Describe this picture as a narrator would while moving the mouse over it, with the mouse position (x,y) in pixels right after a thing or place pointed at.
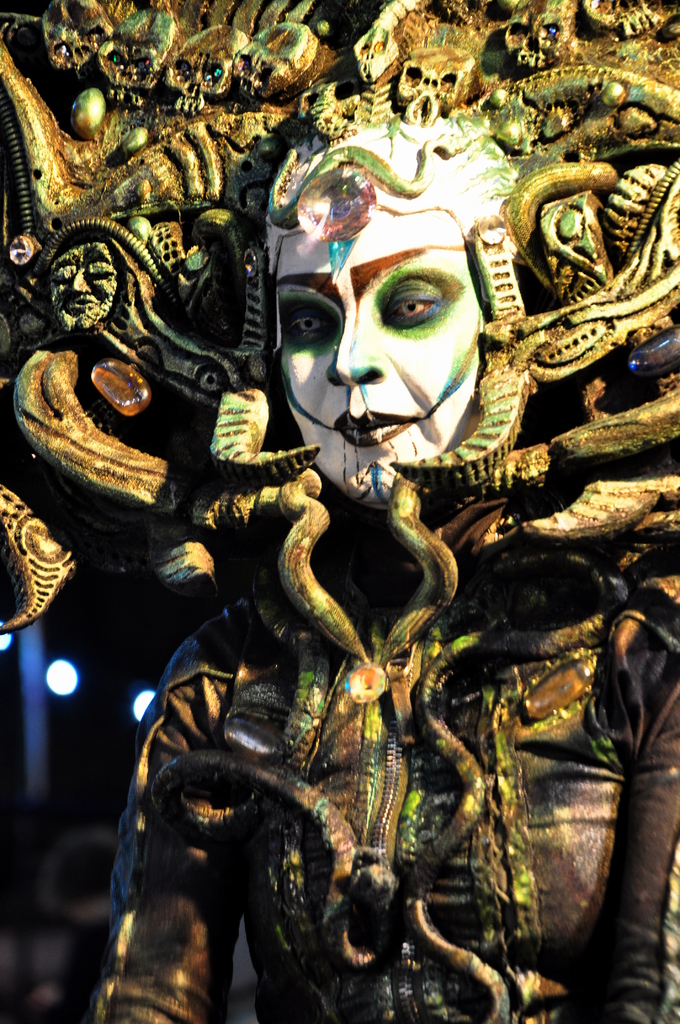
In this image in the front (253,624) there is a person (320,760) wearing a costume (476,445) and the background (51,828) is blurry.
